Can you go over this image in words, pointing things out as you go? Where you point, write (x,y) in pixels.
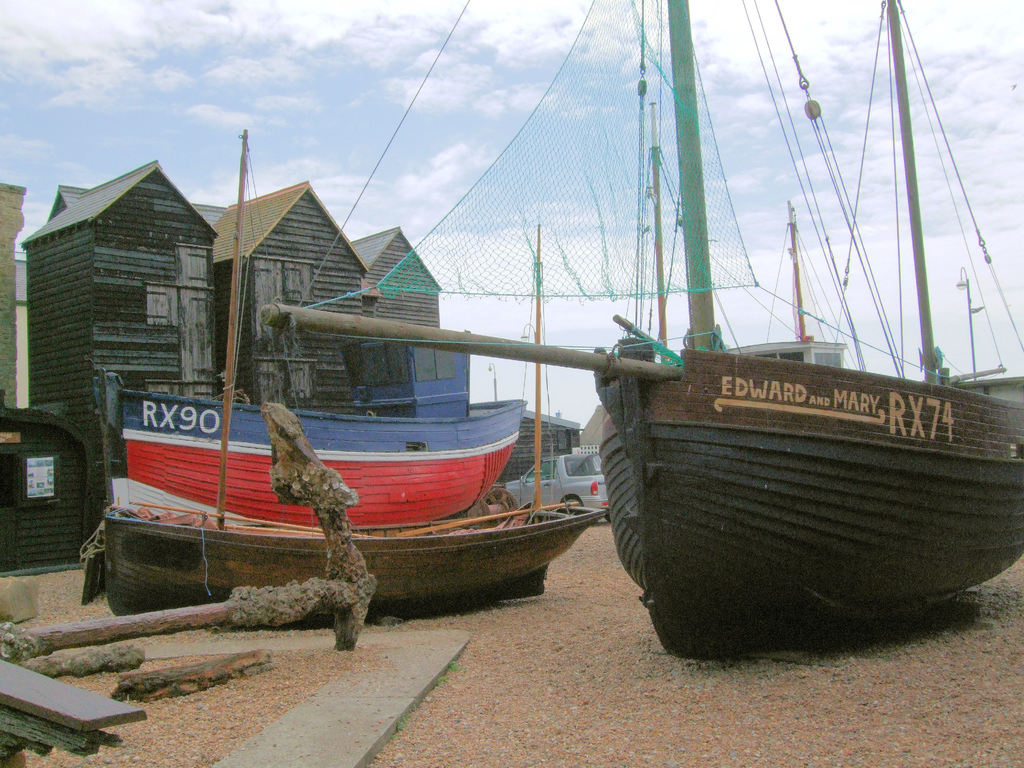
In this picture we can see boats (697,429) in the front (735,431), at the bottom (789,724) there are some stones (660,757), on the left side (293,340) we can see buildings (300,299), there is a vehicle (580,481) in the middle (563,479), we can see the sky (410,18) and clouds (531,50) at the top of the picture (531,50).
